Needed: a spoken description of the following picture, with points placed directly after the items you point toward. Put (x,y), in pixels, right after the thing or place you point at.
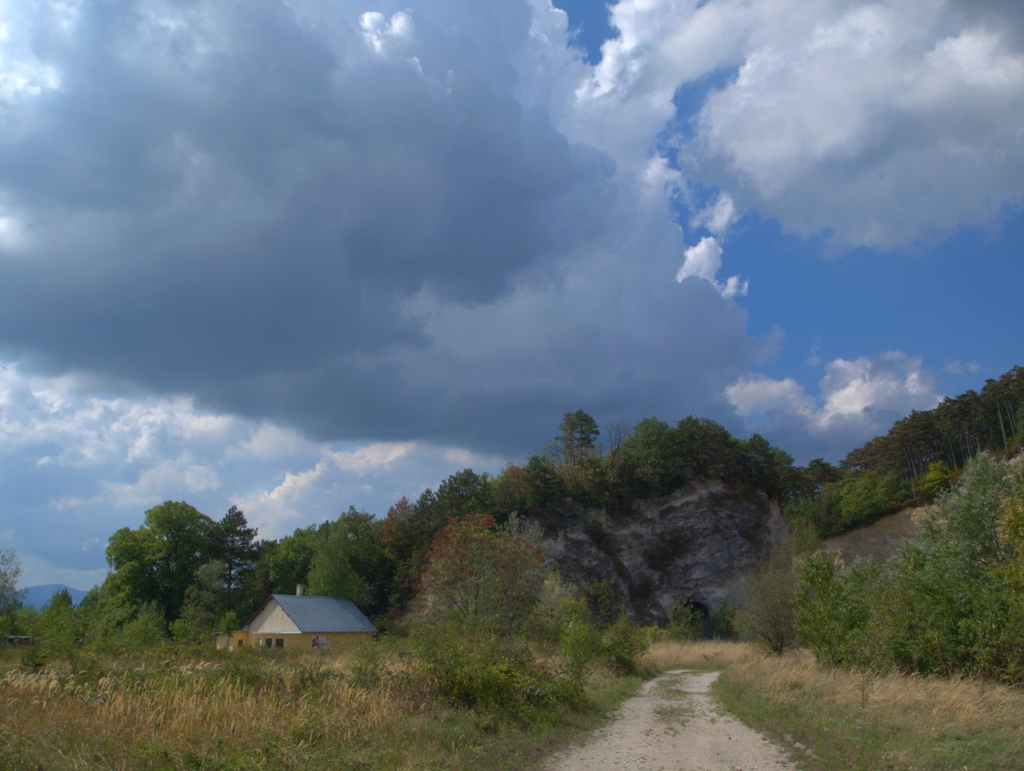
In the picture I can see a way (664,732) and there is greenery ground (568,723) and trees (947,657) on either sides of it and there is a house (302,625) in the background (312,615) and there is a mountain (503,497) which has few trees (538,481) on it is behind the house (324,621) and the sky (39,240) is cloudy.
